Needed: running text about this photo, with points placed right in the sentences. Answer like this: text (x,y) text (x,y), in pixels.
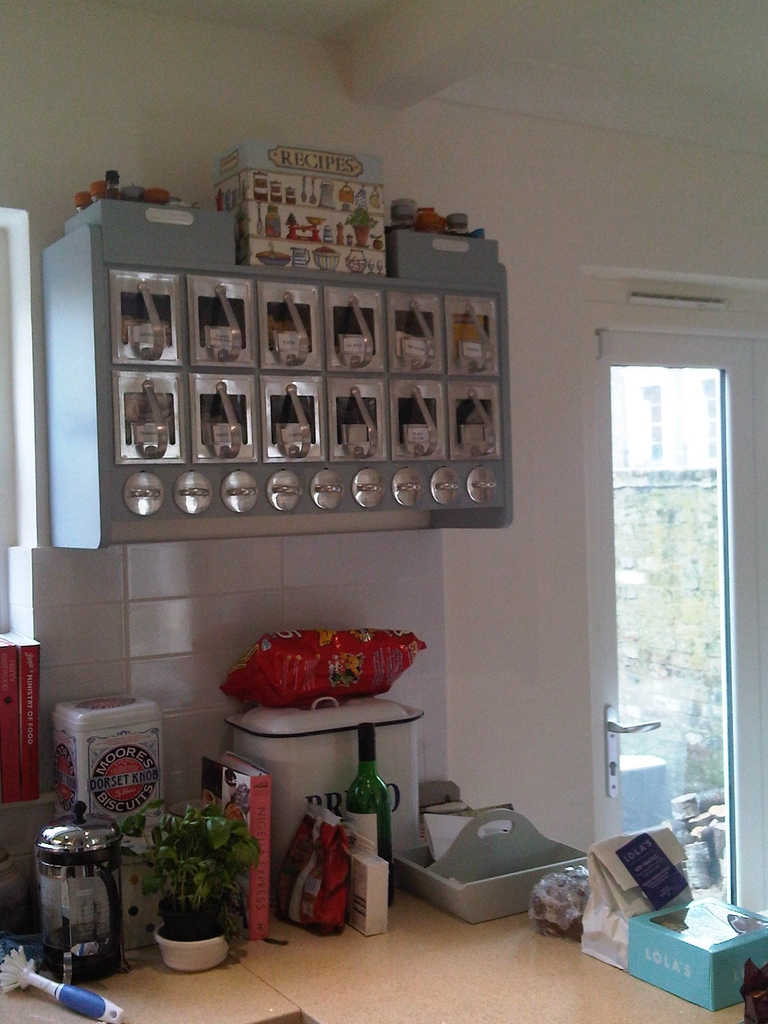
Bottom of the image (338,877) there is a table (241,1013), on the table (276,986) there is a bottle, plant (172,952) and there are some boxes (109,808) and there are some bags (664,884). Top of the image (440,48) there is roof (488,97). Top left side of the image (192,105) there is a wall (152,121), on the wall (154,642) there is a cupboard (472,250). Bottom right side of the image (732,781) there is a door (755,767). Through the door (749,753) we can see a wall (686,575).
